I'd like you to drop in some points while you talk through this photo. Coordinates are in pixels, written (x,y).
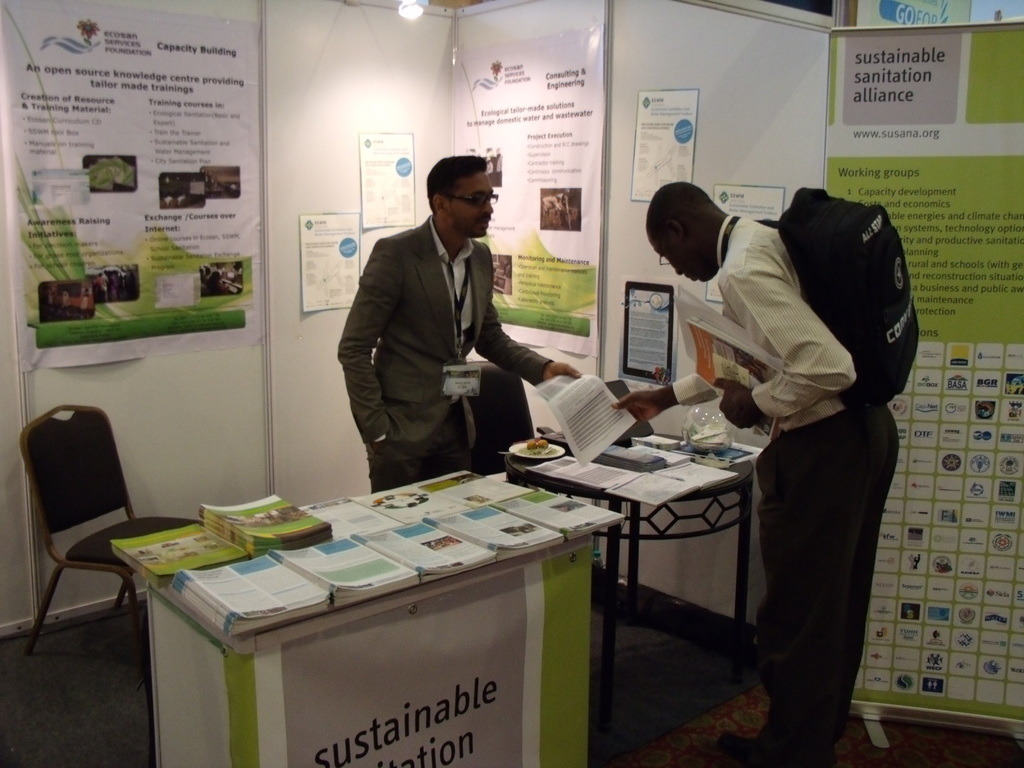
In this image I see 2 men (448,217) who are standing and both of them are holding this paper (618,433). I can also see this man (853,491) is carrying a bag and holding few papers (681,286) and a book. I see there are tables (587,489) on which there are many papers (705,484) and few things (514,445). In the background (35,496) I see the wall (503,11) on which there are posters (180,343) and a chair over here.
